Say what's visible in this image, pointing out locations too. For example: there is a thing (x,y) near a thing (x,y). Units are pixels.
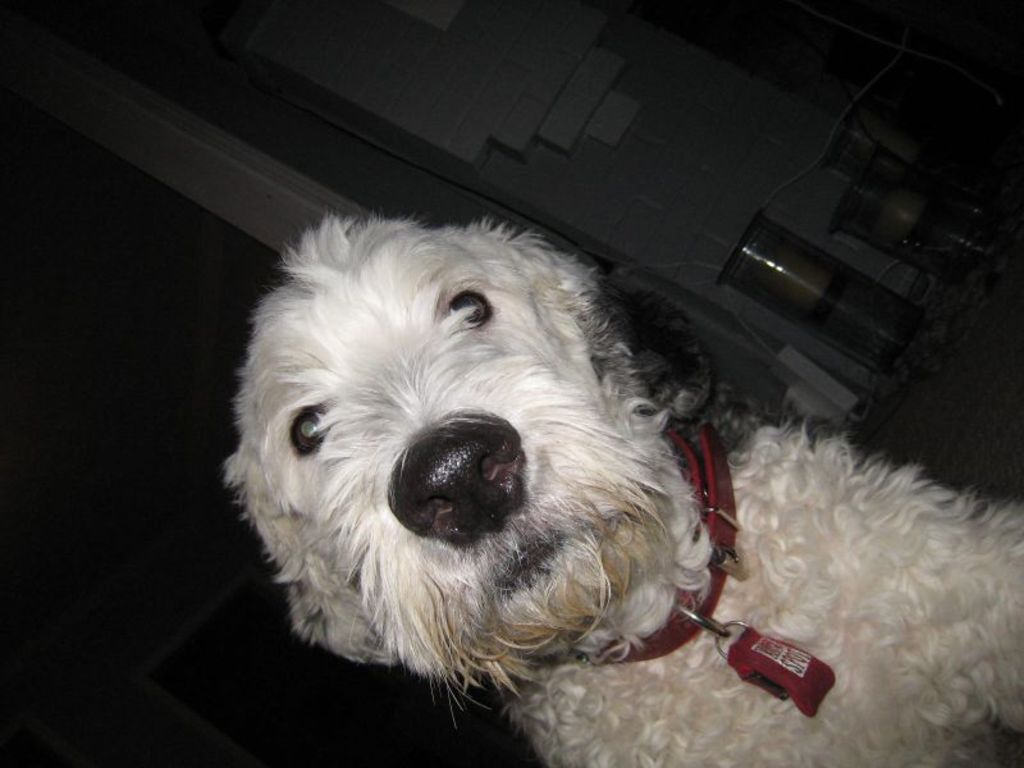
In this image I can see the dog (359,475) in white color. In the background (638,166) I can see few objects (834,344) and the wall (370,168) is in dark color.
